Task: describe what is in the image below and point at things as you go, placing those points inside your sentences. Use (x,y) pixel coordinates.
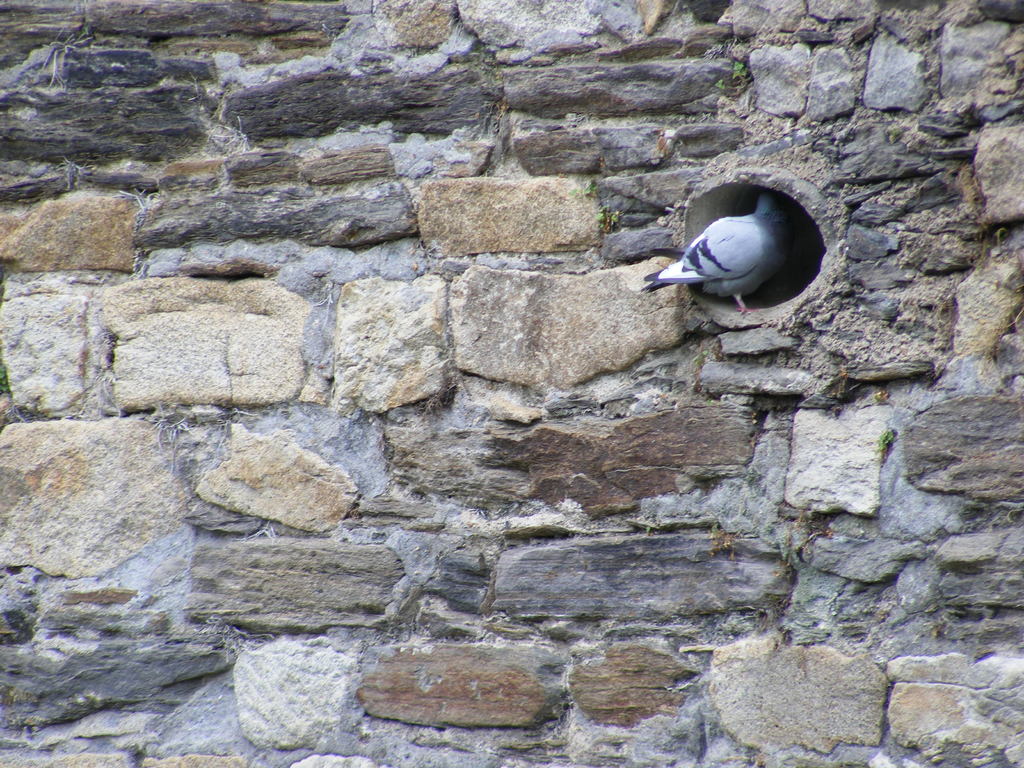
In this image we can see the pigeon (688,269) in the hole (711,297) to the stone wall (360,329).
